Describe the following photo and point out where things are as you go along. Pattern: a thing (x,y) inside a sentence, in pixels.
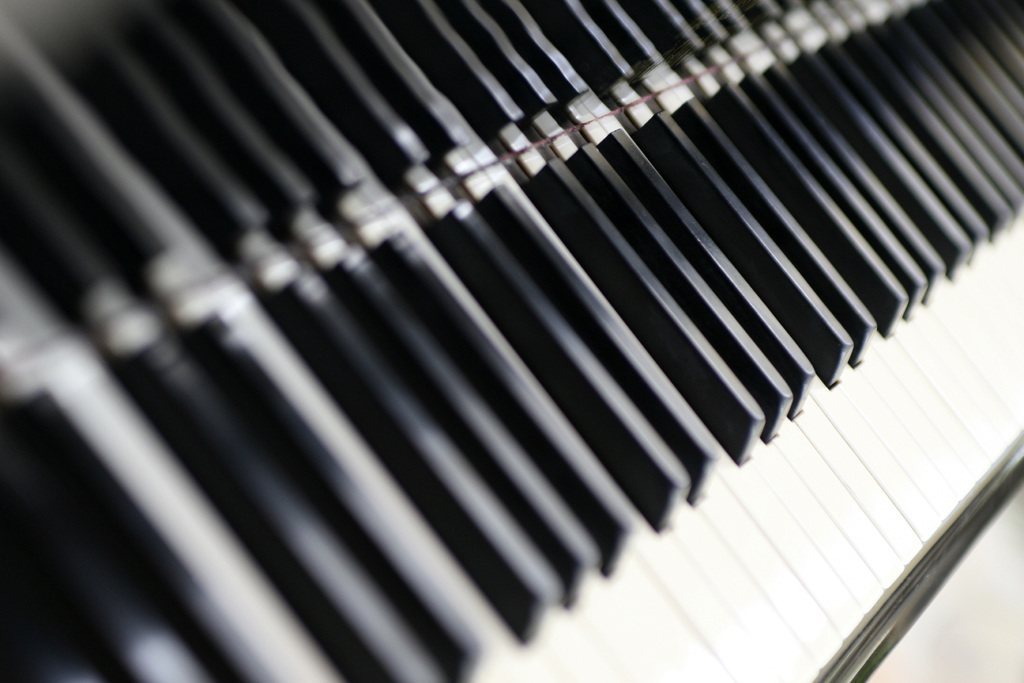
In this image there is a musical instrument (706,379) with white and black keys (622,376).
